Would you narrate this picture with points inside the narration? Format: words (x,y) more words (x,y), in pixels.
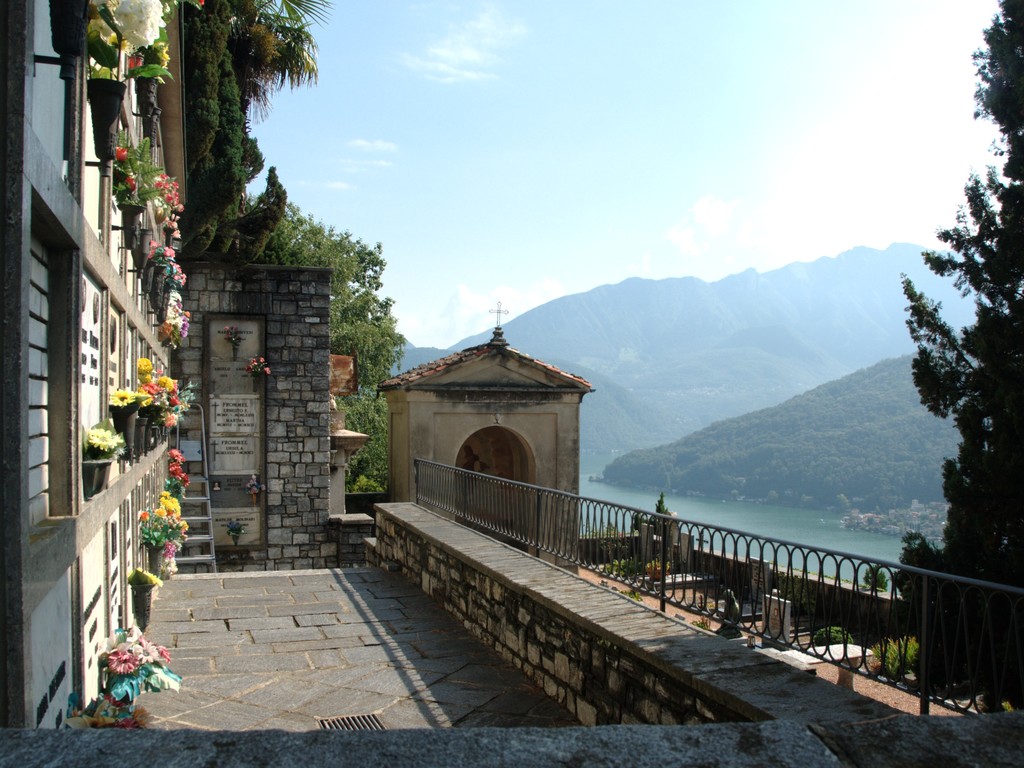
In this image, we can see walls (314,496), flower plants (127,653) with pot (87,498), railings (598,537) and trees (953,596). Here we can see few objects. Background (772,511) we can see the water (745,526), hills (788,420), trees (761,413) and sky (624,160).
